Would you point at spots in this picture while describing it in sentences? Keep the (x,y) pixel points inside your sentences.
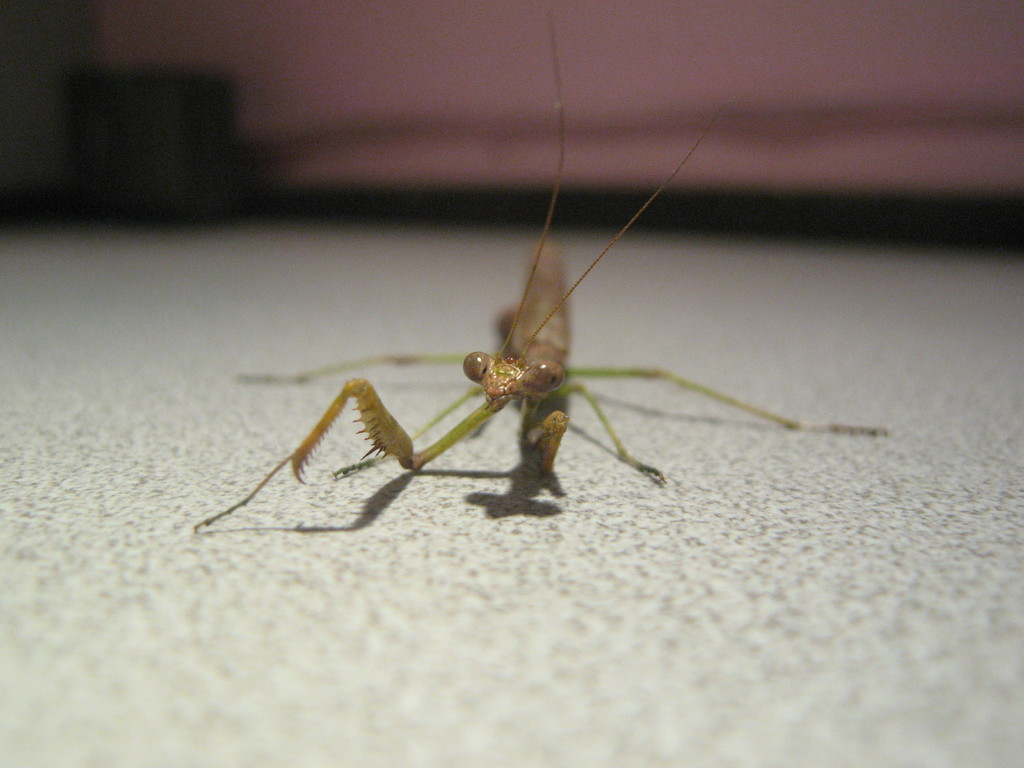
This image is taken indoors. At the bottom of the image (532,650) there is a floor (500,457). In the middle of the image (504,390) there is a praying mantis (331,405) on the floor (551,537).
